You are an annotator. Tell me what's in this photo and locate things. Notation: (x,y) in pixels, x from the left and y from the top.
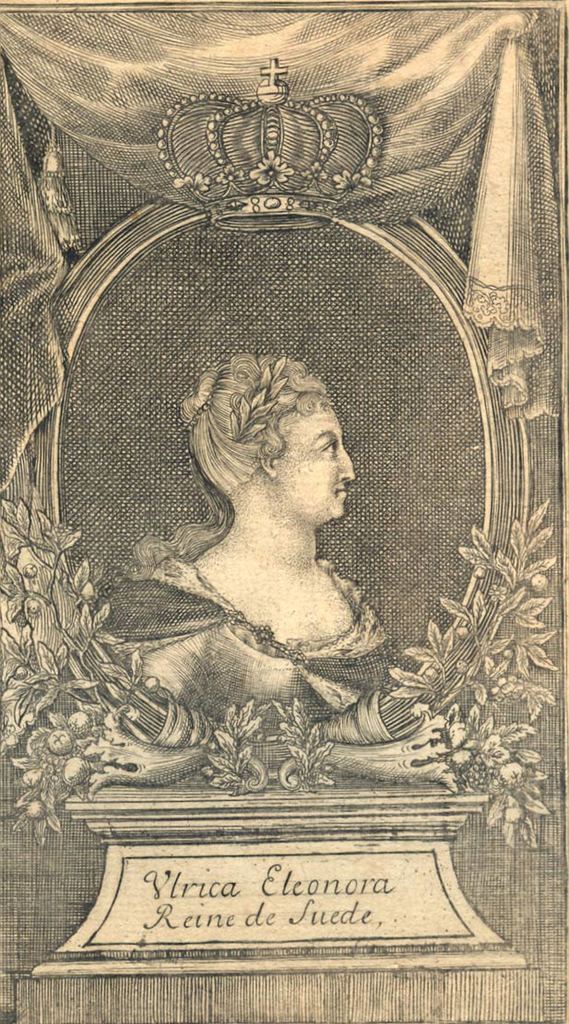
In this picture we can see a memorial (315,557).
